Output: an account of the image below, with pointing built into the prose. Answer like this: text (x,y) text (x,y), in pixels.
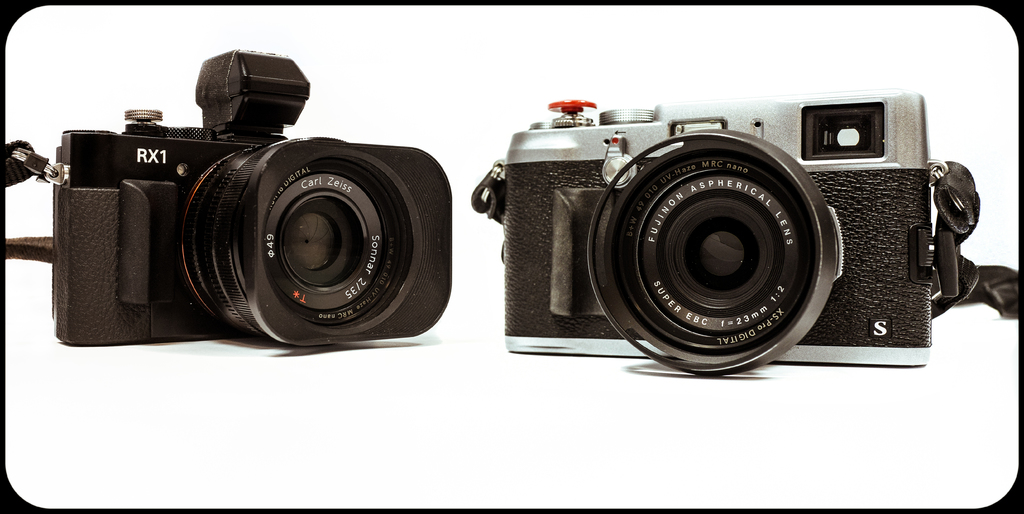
In the image we can see there are two cameras (545,306), these are the lenses (674,237), text (682,193) and a white surface (491,407).
